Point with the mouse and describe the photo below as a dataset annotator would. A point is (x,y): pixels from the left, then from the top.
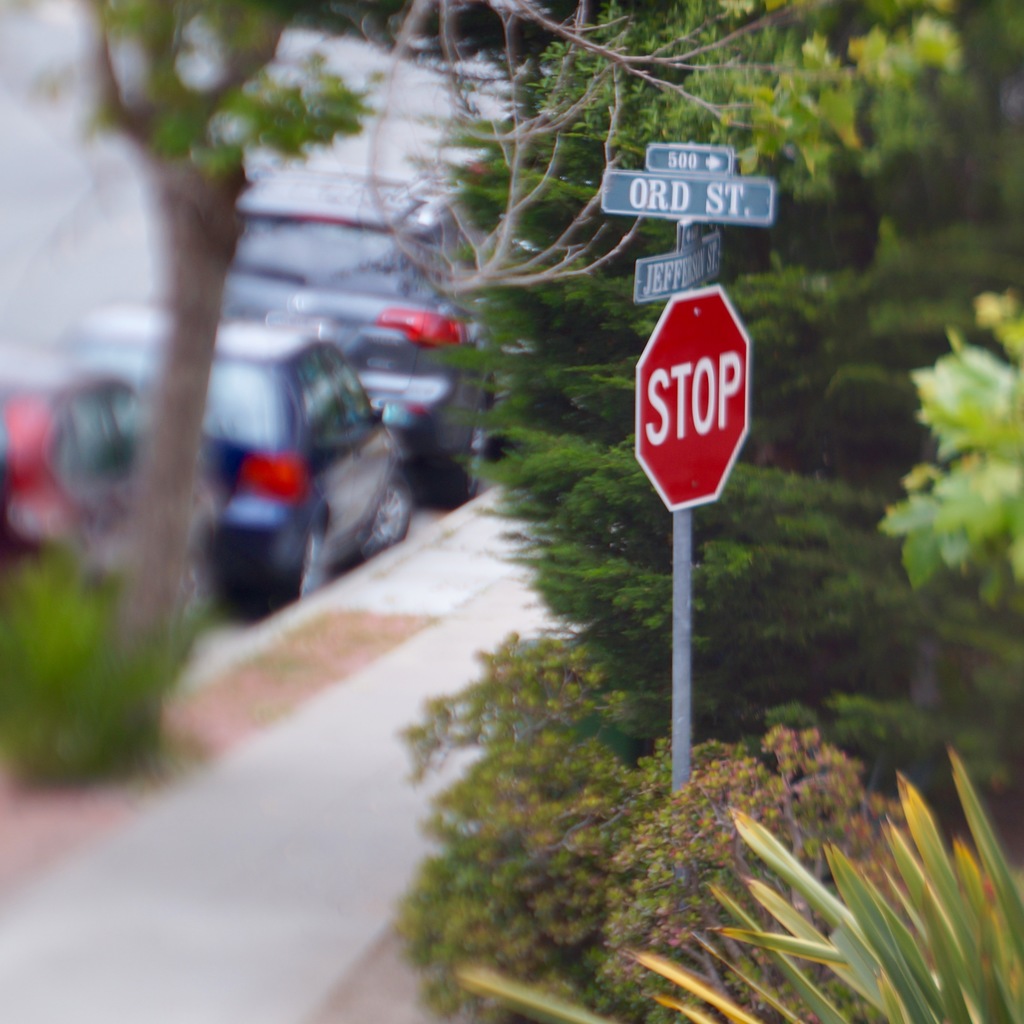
In this picture, on the right side (881,360), we can see a hoarding (667,145), trees (874,289), plants (751,971). On the left side (232,472), we can also see some trees (196,396), plants (8,673), few cars (268,340). At the bottom (387,721), we can see a footpath (349,773).
